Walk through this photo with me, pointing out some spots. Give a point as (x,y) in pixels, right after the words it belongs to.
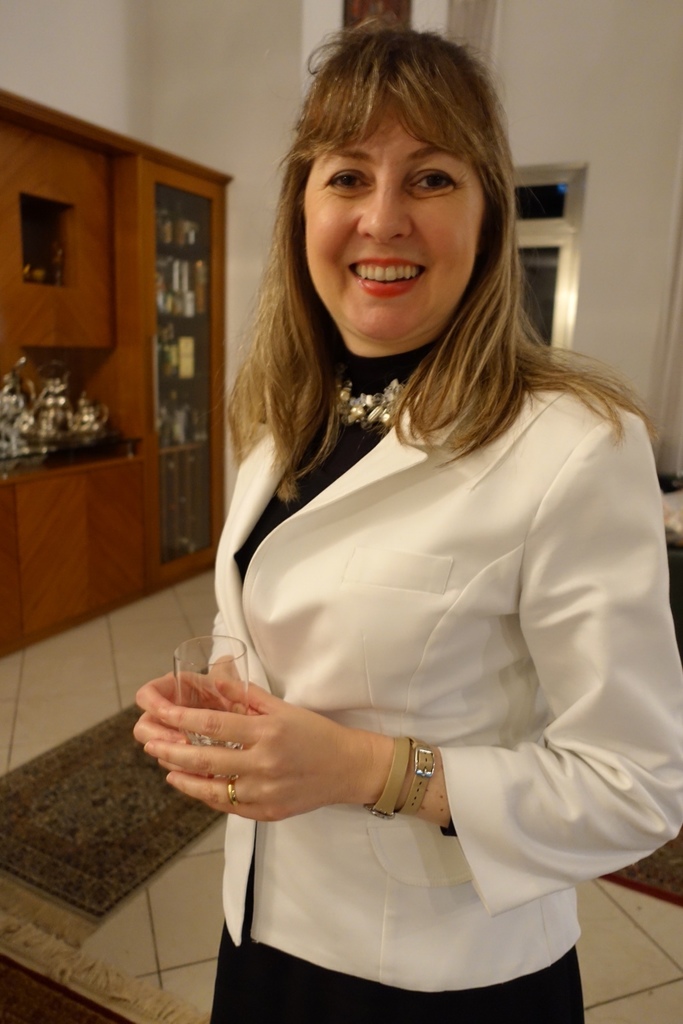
In the center of the image (428,343) we can see a lady (436,502) standing and holding a glass (205,734). On the left (215,389) there is a cupboard (111,523) and we can see things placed in the cupboard (204,495). In the background (638,54) there is a wall (222,145). At the bottom (139,1003) we can see a floor mat (94,911).
